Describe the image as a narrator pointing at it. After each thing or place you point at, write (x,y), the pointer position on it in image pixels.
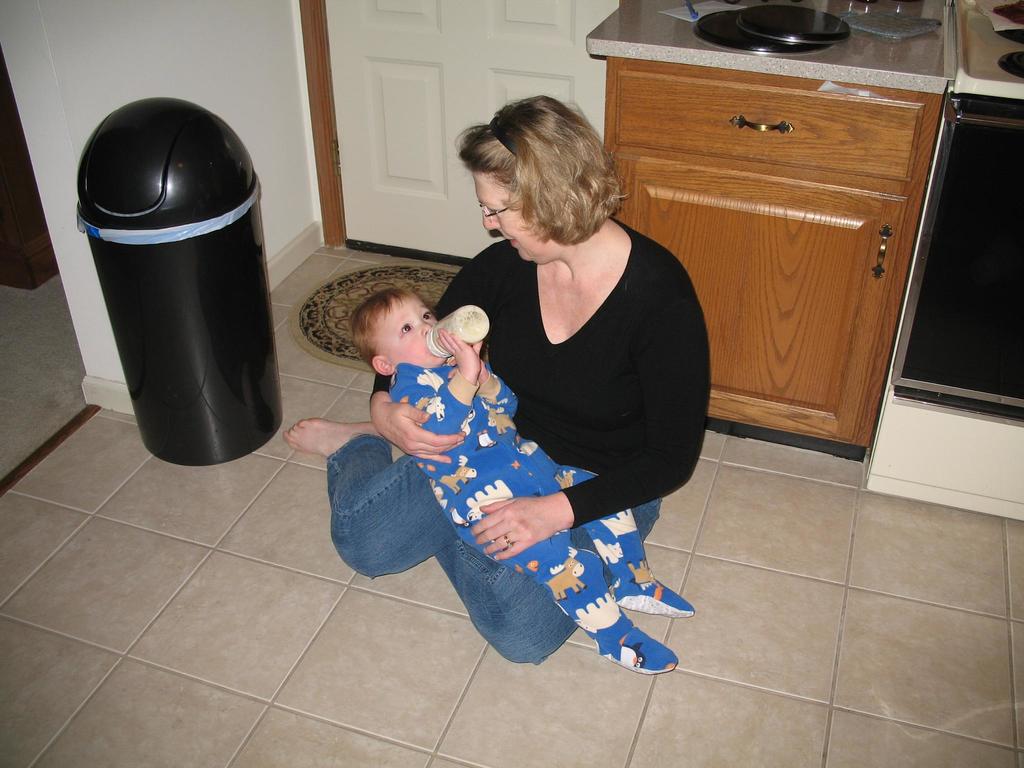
In the picture we can see inside the house (678,681) with tile floor (846,681) on it, we can see a woman (526,141) sitting she is with black dress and she is holding a baby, and the baby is drinking the milk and holding a bottle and beside her we can see a dustbin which is black in color and behind her we can see a table (809,389) with drawers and cupboard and on it we can see some plates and beside the table (756,412) we can see a door (395,78) which is white in color.
